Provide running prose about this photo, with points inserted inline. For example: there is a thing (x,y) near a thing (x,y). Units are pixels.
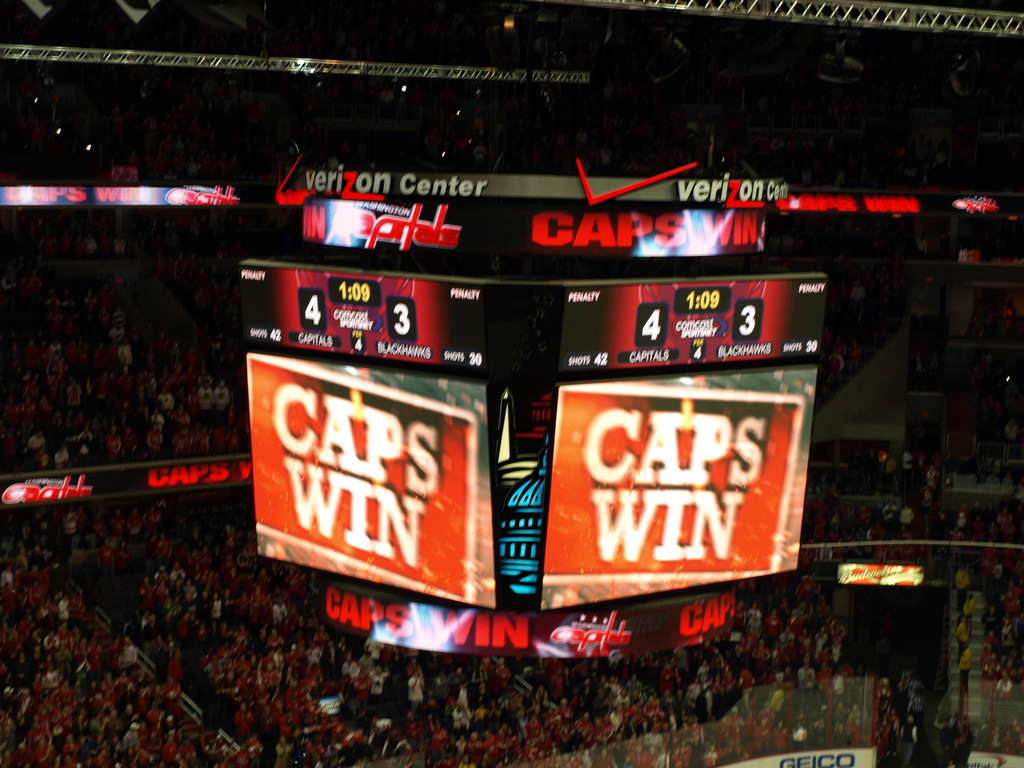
This picture looks like a stadium (286,414), in this image we can see so many people (415,700), there are railings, stairs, screens (344,467) and boards (409,328) with some text (743,432) on it.
